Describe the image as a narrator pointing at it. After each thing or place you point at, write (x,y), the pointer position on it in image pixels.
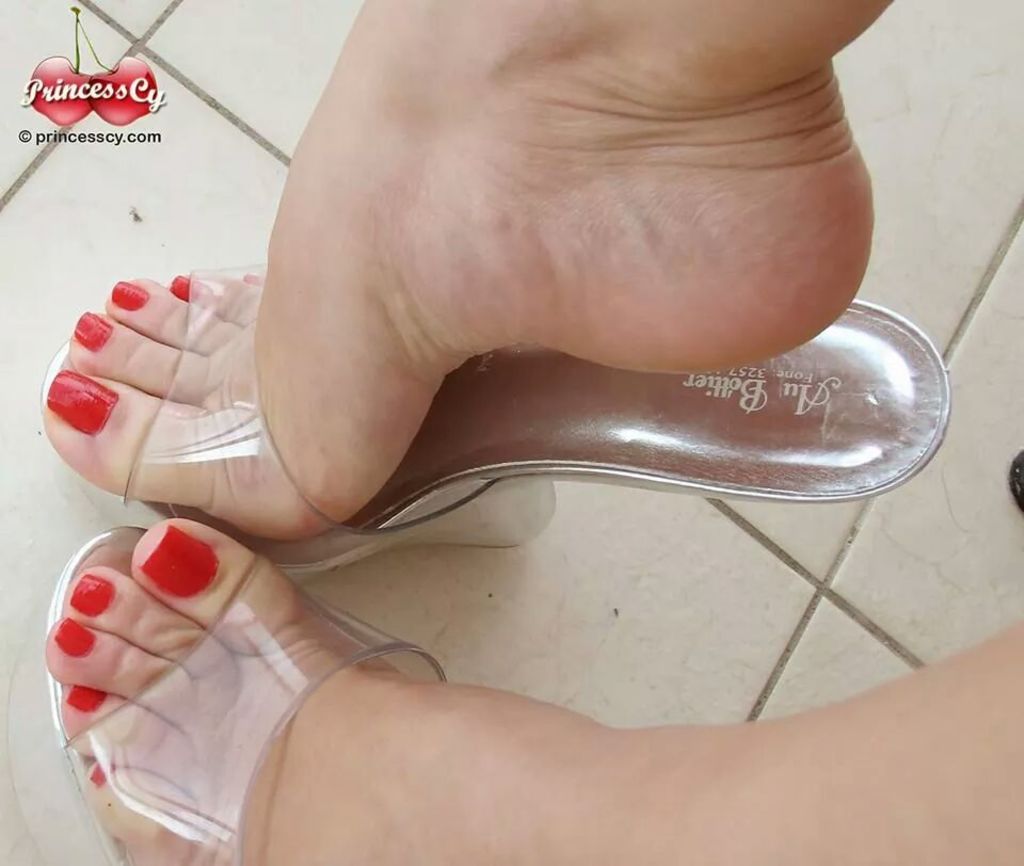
Here we can see person's legs (437,756) wore footwear (162,684) on the surface (620,607) and left top of the image (62,89) we can see logo (52,57).
